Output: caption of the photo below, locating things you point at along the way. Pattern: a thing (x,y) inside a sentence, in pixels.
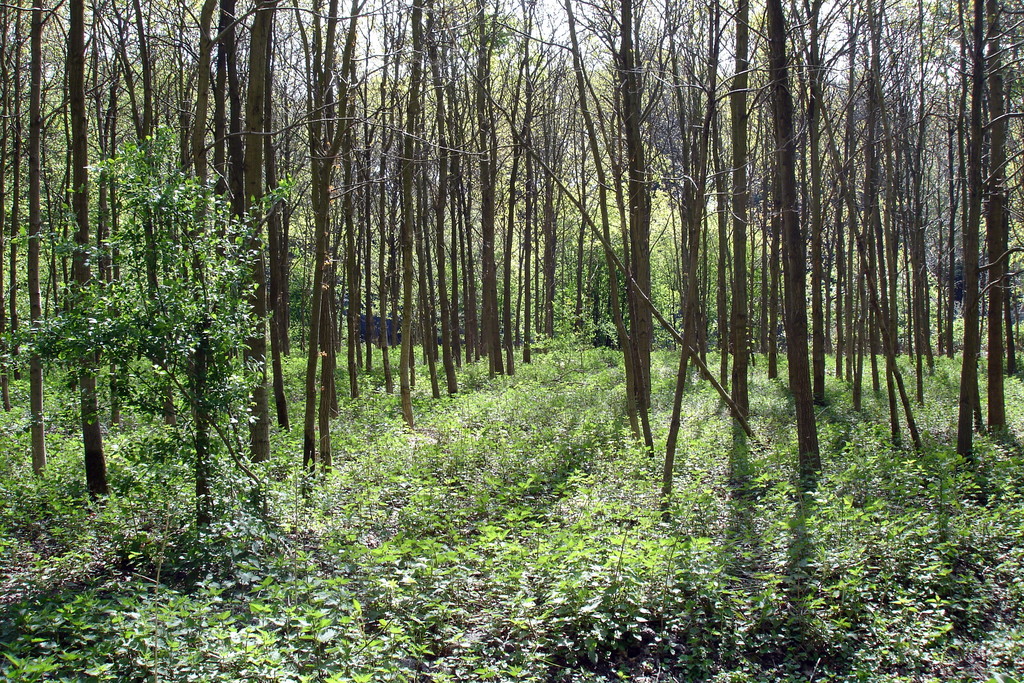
In this picture I can see many trees (39,205), plants (654,390) and grass (864,362). At the top (548,14) there is a sky (545,10). At the bottom (453,511) I can see the leaves (854,572).
